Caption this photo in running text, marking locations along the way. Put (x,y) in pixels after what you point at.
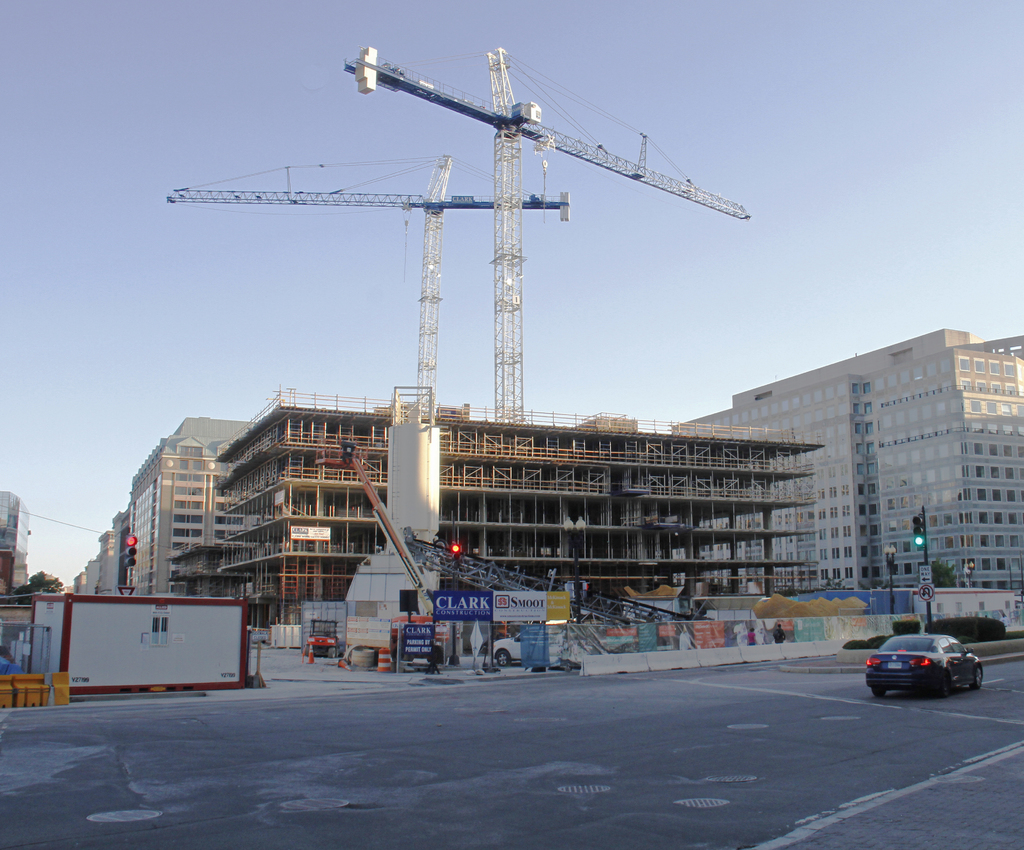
In this image I can see the vehicle (893,678) on the road (681,742). To the side I can see many boards (416,644), crane (426,589), signal poles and the buildings (551,434). In the background (699,191) I can also see few more cranes (428,274) and the sky (346,283).
